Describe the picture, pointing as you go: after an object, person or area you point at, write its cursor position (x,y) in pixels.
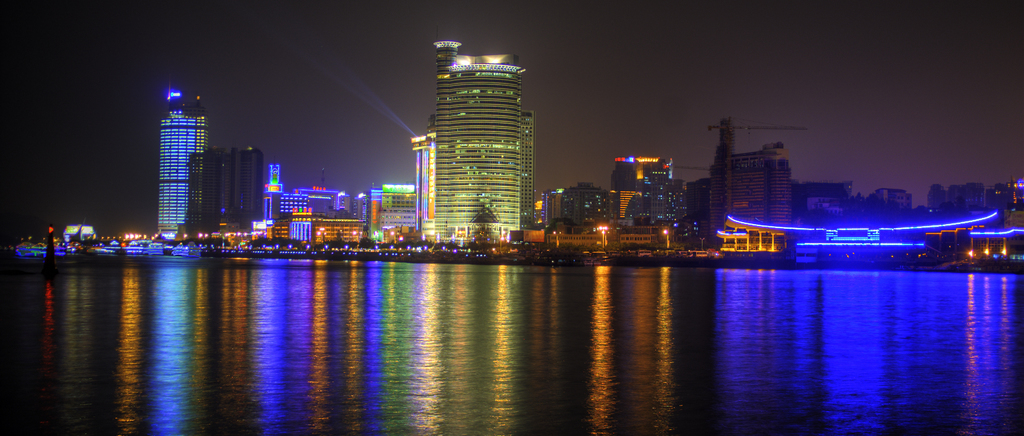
At the bottom of the image (953,369) there is water (300,266). In the middle of the image (525,189) there are some buildings (567,189) and poles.
